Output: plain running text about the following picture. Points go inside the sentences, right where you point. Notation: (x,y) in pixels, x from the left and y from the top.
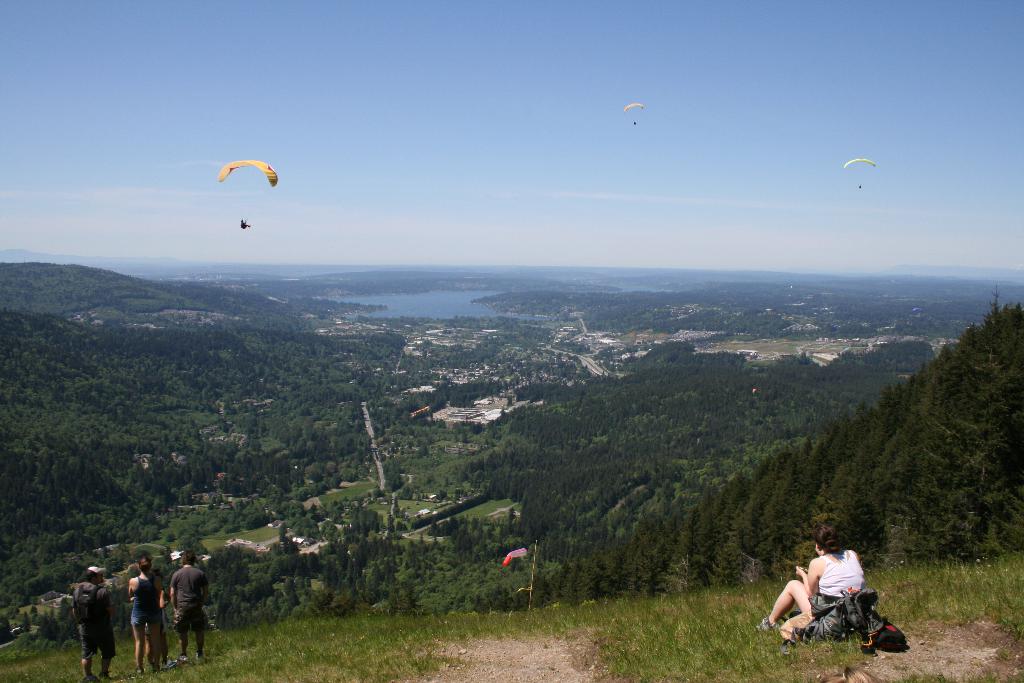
In this image I can see few trees (290,564), mountains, water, few parachutes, few people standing and few houses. I can see few bags (843,620) and one person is sitting.
